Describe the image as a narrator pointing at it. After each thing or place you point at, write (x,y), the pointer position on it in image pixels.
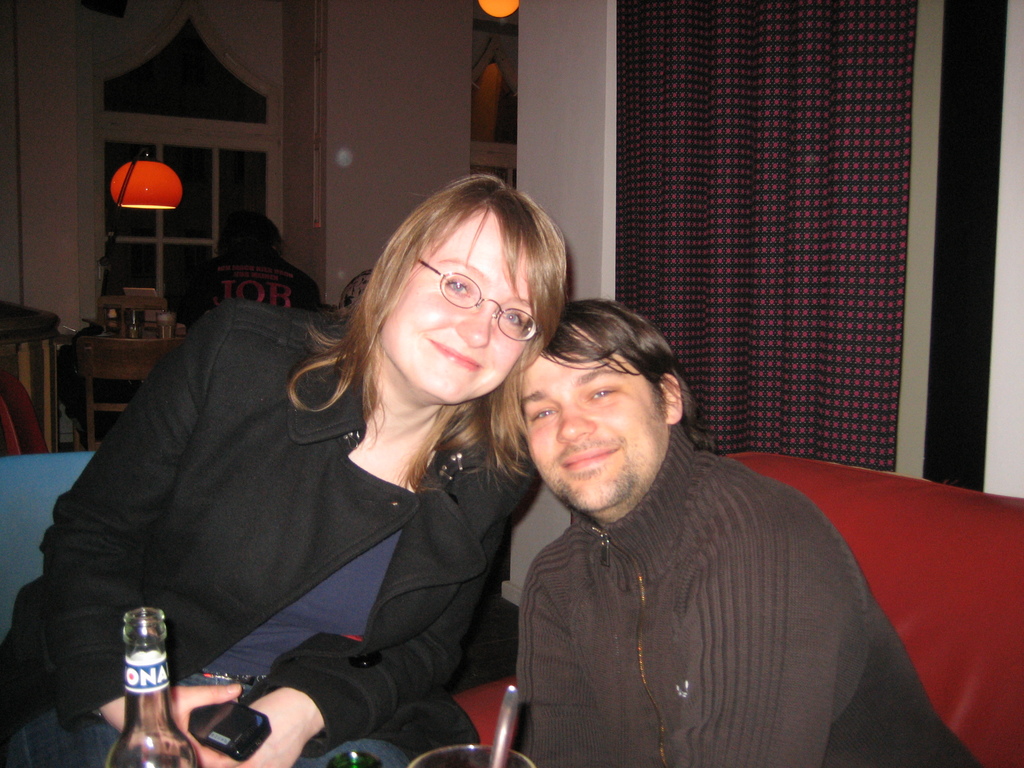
In this image we can see a man (556,403) and woman (415,523) sitting on sofa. We can see bottles (145,701) and glass (475,747) in front of them. In the background (298,285) we can see chairs (120,357), table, person (212,276), glass windows (220,225), lamps (176,192) and curtains (683,147).
